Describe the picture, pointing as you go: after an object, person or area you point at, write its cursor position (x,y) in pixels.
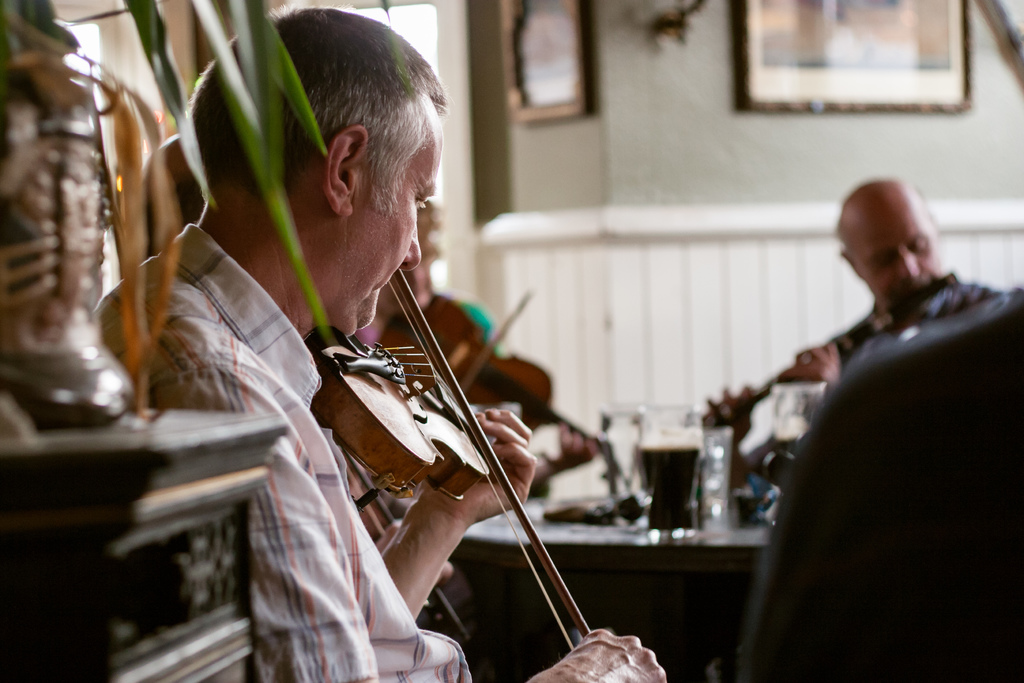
Here we can see a person (366,172) sitting and playing the violin (378,482), and in front here is the table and glasses (692,461) and some objects (636,513) on it, and here is the wall (674,370) and photo frames (822,44) on it.
